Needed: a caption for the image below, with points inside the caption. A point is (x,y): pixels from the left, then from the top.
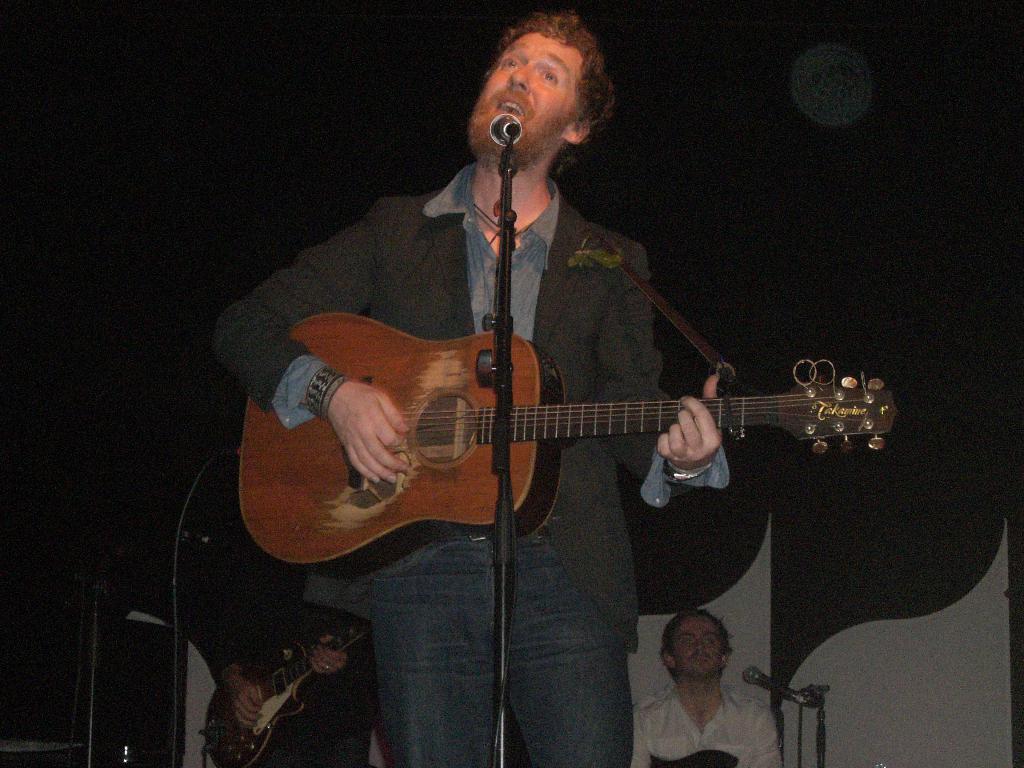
This image is taken in a concert. In this image there are three men (485,672). In the middle of the image (481,407) a man (604,106) is standing and holding guitar (538,431) in his hand (709,410). He is playing the music and singing with the mic (497,126). At back (264,715) a man (351,747) is standing, holding a guitar (278,706) in his hand (251,708) and another man (752,744) is sitting. In the background (371,81) there is a wall (962,627).
